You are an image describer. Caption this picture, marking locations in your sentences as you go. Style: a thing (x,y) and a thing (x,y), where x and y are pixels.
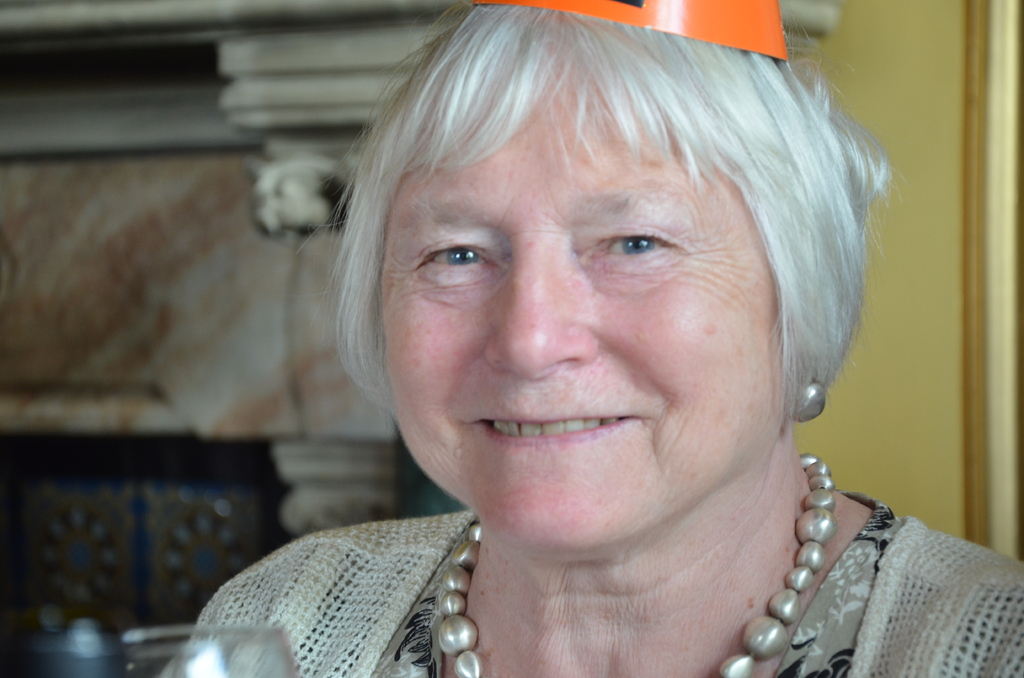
This picture shows a woman (472,428) wore cap (651,23) on his head (654,43). We see smile on her face (615,371) and she wore a ornament (468,559).
